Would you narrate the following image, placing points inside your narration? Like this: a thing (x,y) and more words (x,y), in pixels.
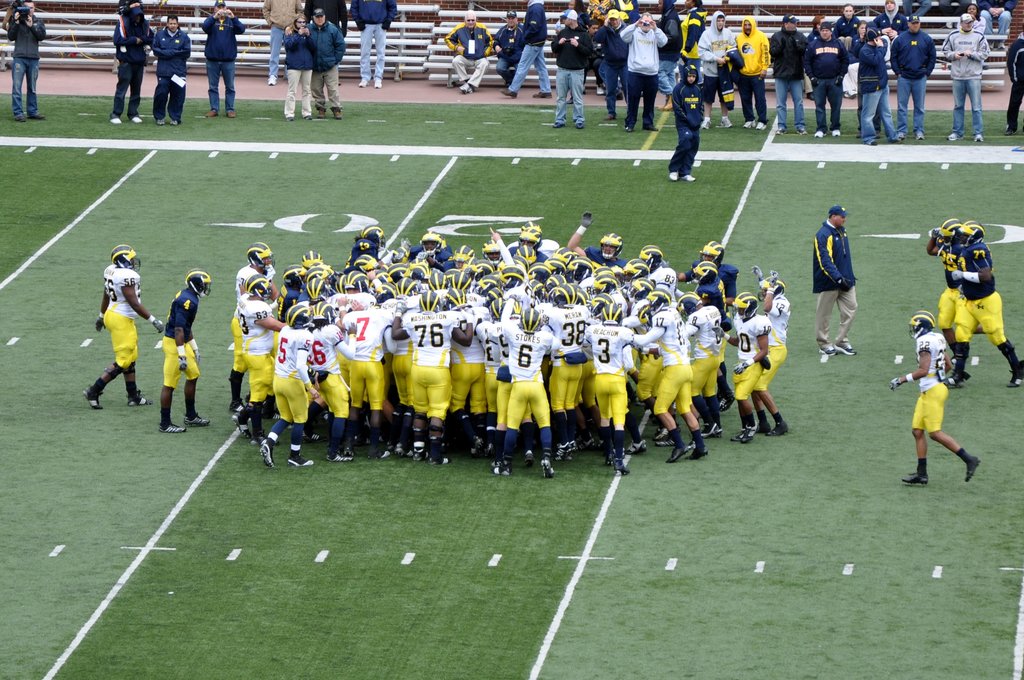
In this picture I can see the ground (109,120), on which there are number of people (514,265) who are wearing jerseys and helmets (537,284) and I see the white color lines (242,225). In the background (331,28) I see few more people (782,44) and I see the benches (492,21).
